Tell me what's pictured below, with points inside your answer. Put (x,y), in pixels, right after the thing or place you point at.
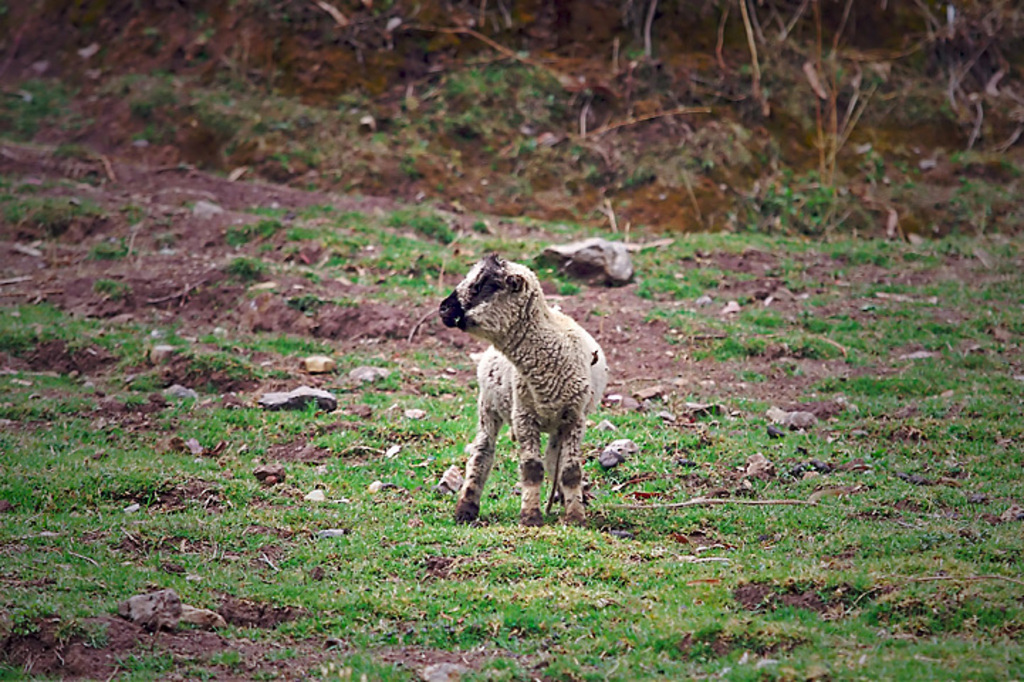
In the image we can see there is a sheep (513,314) standing on the ground (437,455) and the ground (317,530) is covered with grass (450,428).
